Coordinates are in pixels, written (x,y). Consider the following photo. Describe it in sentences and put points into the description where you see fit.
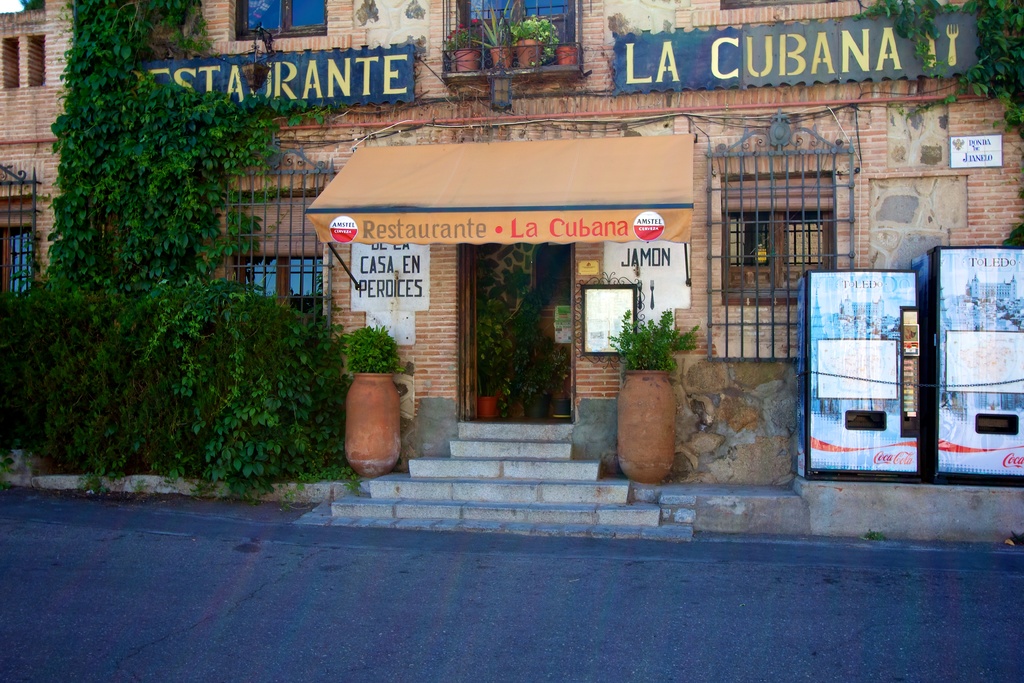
In this image there is a restaurant building (495,121) in the middle (457,267). In front of the building (582,105) there is a road (449,564). There are plants (189,348) on the left side (163,366). In the middle (519,445) there is a entrance (500,281) with the steps (508,449). There are two plant pots (384,420) on either side of the steps (493,456). On the right side (834,353) there are fridges (900,312). At the top (523,59) there are flower pots (498,50).
